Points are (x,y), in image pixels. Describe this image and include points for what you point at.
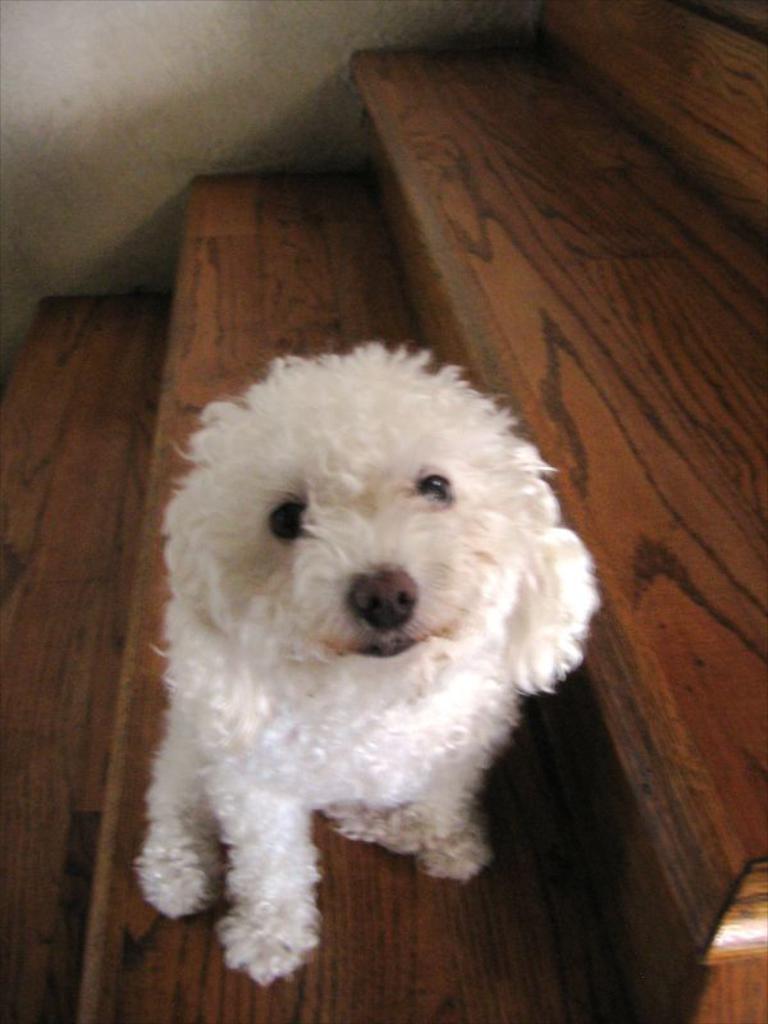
In this image we can see a white color dog (286,624) on the wooden stairs (442,309).
